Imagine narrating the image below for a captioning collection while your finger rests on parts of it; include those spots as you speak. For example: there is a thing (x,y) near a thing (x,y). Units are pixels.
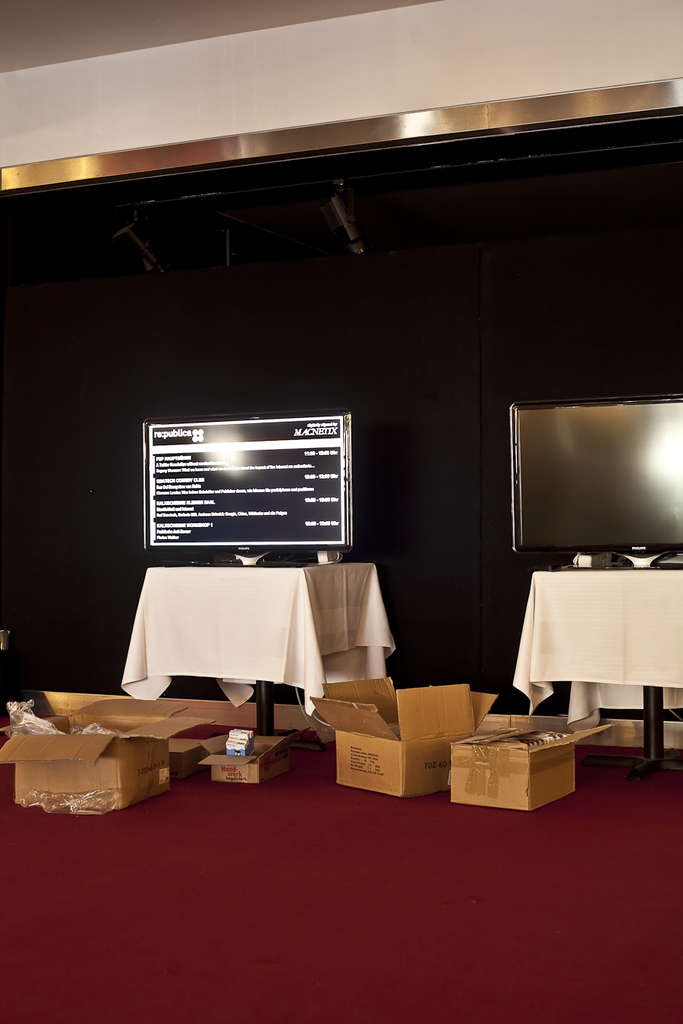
In this picture I can see there are few carton boxes (158,759) placed on the floor (394,886) and there are two televisions (222,516) placed on the tables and there is a black wall (350,357) in the backdrop (420,349).
